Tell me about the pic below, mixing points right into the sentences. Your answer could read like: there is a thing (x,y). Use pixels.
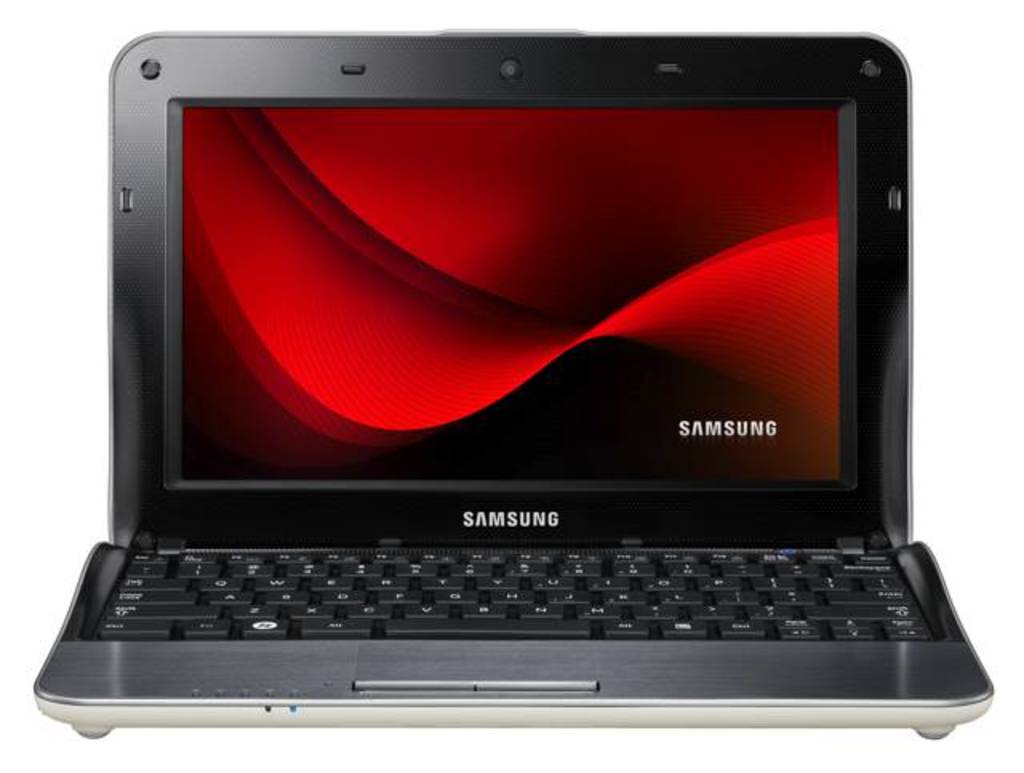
In this image, we can see a laptop (330,671) with keyboard (564,615) and buttons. Here we can see a screen (475,347) and some text (479,518).
